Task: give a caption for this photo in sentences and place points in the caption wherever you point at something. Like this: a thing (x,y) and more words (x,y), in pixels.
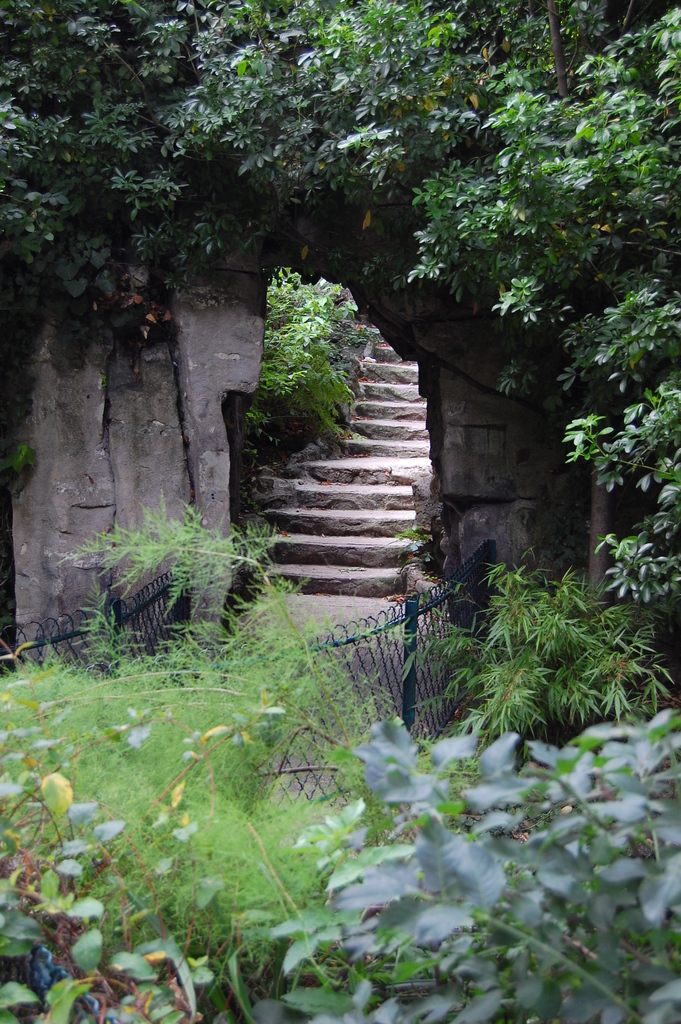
In this image I can see few plants (172,791) and fencing (384,614) in the front (14,816). In the background (348,512) I can see number of trees (622,72) and stairs (359,392).
